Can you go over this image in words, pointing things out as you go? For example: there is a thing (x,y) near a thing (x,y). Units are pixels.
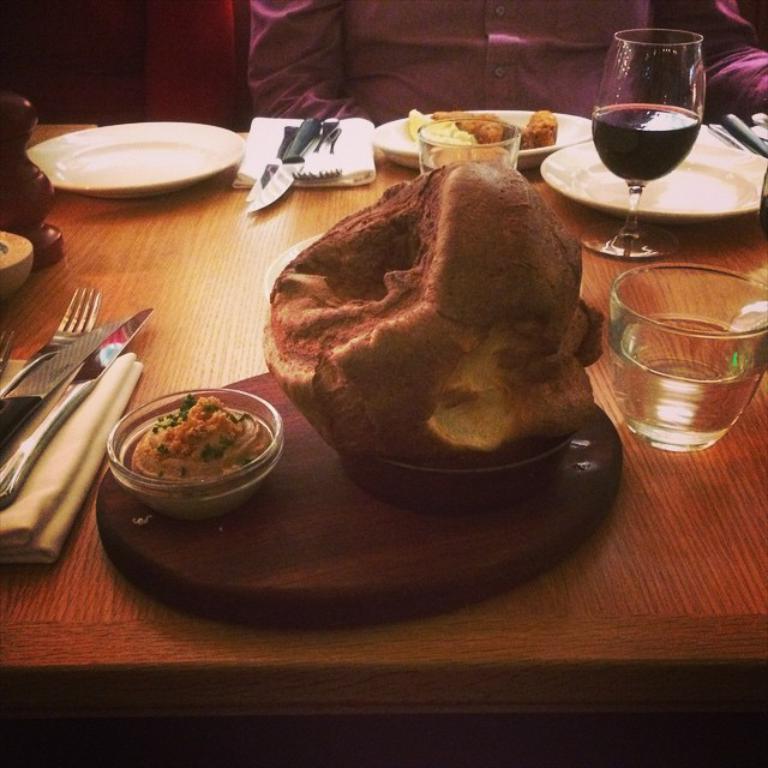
In this image, I can see the plates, knives (113,348), forks (85,317), napkins (81,427), glasses (710,396), food items (539,295) and few other objects (17,230) on the table (247,304). In the background (332,109), I can see a person (411,54) sitting.
